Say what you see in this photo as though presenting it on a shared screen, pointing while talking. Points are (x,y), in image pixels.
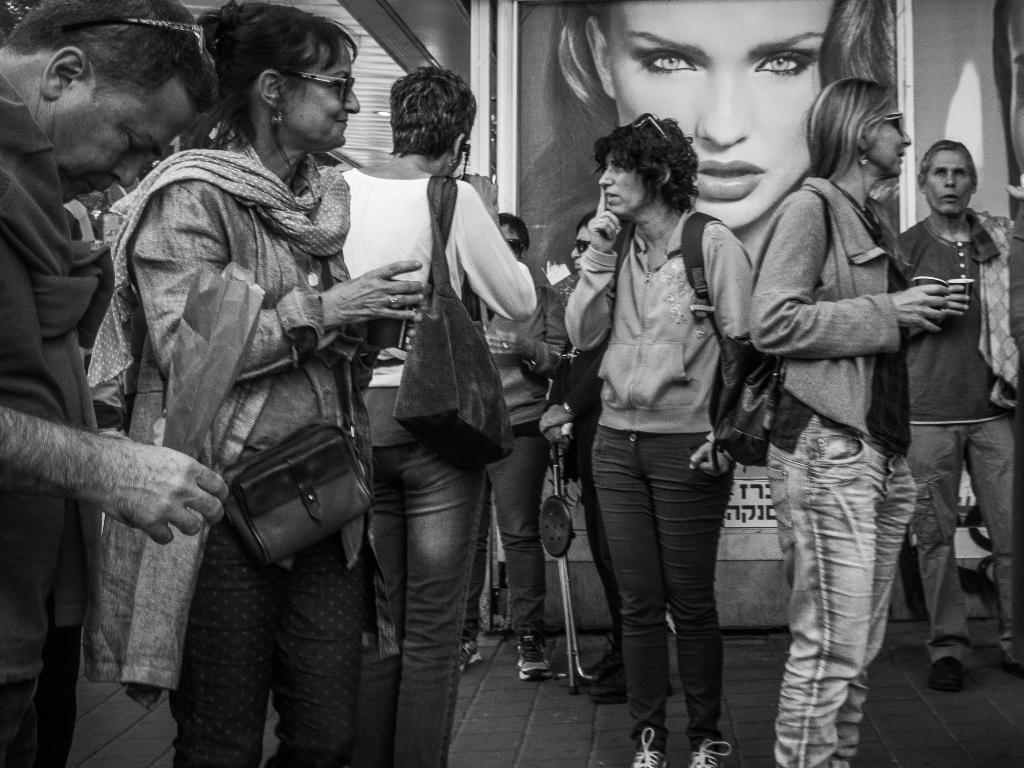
In this black and white image, we can see people (378,298) wearing clothes (711,567). There is a depiction of a person (743,29) at the top of the image (571,19). There are some people (650,201) in the middle of the image (369,367) wearing bags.
